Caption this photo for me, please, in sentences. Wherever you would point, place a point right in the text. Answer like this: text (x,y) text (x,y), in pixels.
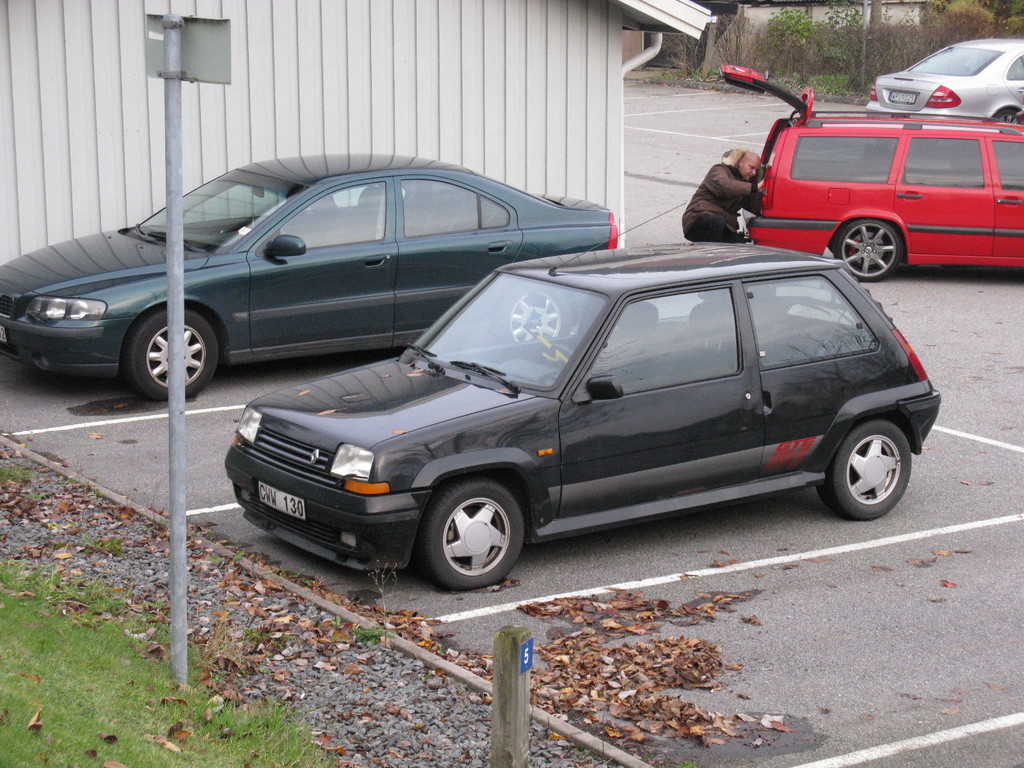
In the center of the image (391,274), we can see vehicles (675,436) and a person (720,210) on the road (660,230) and in the background (612,33), there are sheds (640,40), trees (772,32) and poles (181,682). At the bottom (212,702), there is ground (249,682) and there are leaves (583,640).
